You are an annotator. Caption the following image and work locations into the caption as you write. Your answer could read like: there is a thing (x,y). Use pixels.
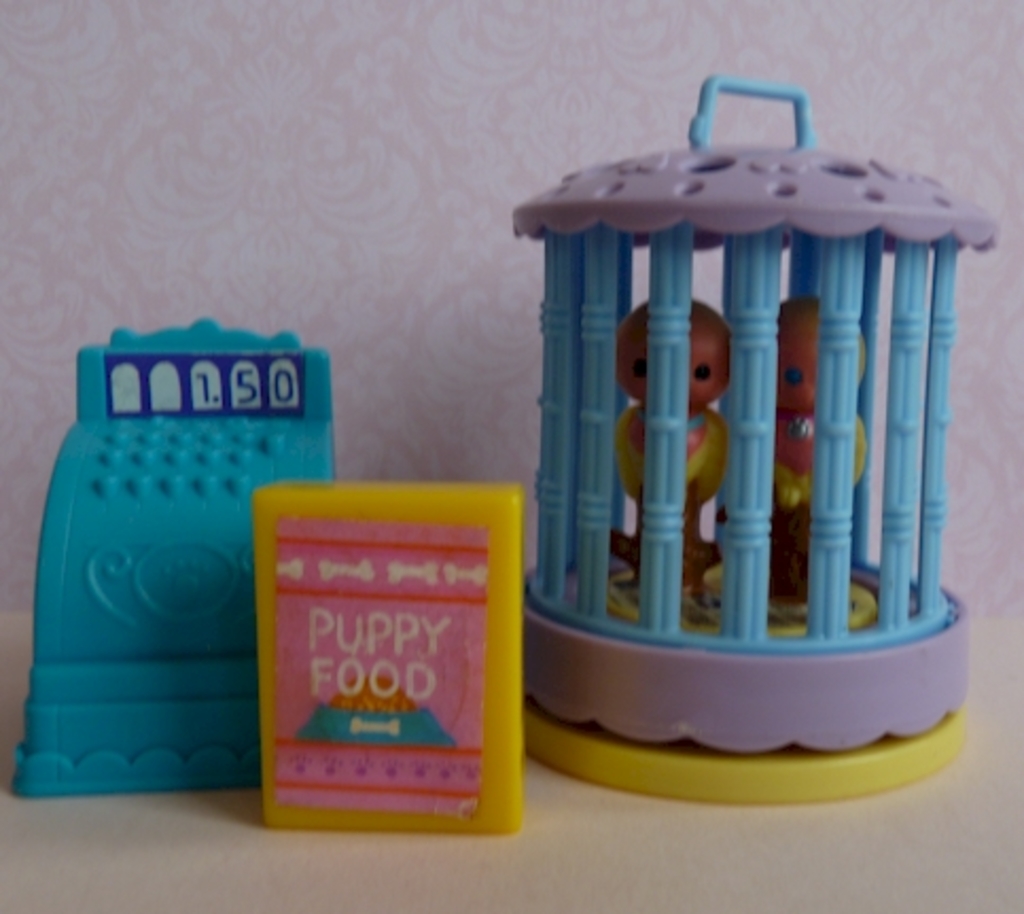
In this image I can see a yellow color box (324,659) and few toys (226,531) are placed on a white surface (507,861). On the yellow color box (390,698), I can see some text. In the background (311,169) there is a wall (173,246).
